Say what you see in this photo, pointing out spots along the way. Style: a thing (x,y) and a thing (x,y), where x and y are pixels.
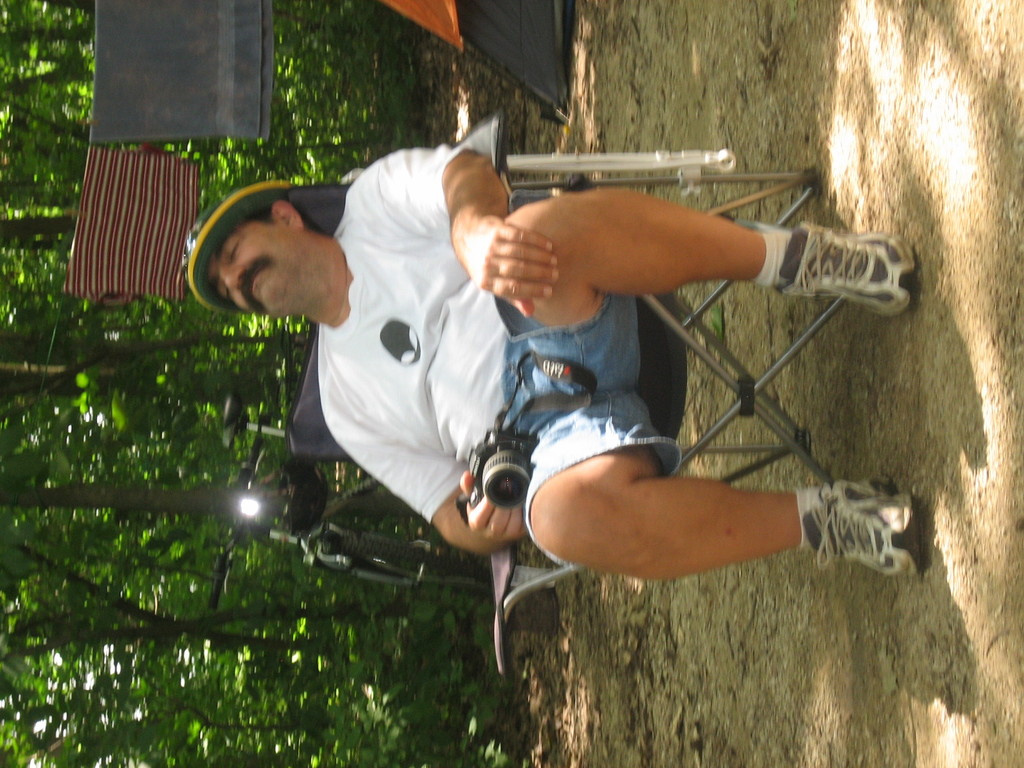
In this picture there is a man (440,314) sitting on a chair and holding a camera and we can see ground (929,580). In the background of the image (381,616) we can see clothes (218,102), bicycle (248,481), clothes (182,246), trees (311,102) and an object (407,10).
